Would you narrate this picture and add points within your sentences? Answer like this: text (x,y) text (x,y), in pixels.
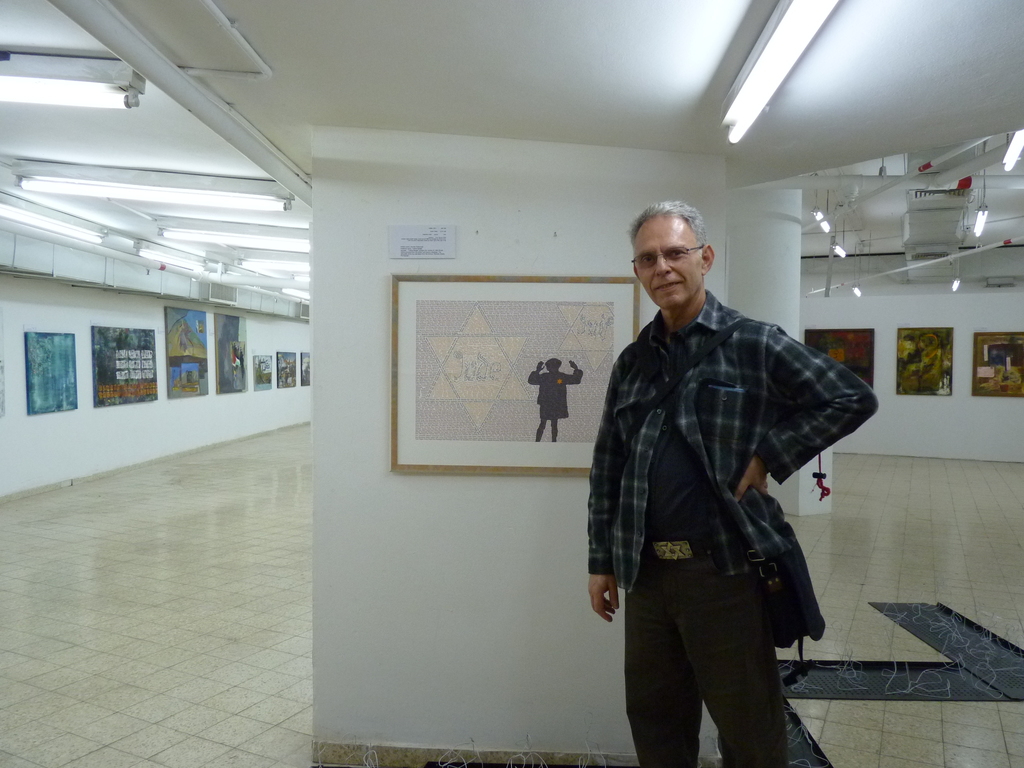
In this image I can see the person (652,499) standing and wearing the black color dress (624,532). To the side there is frame (396,364) to the wall (487,495). In the back (280,416) I can see many frames (255,378) to the white wall (180,414) and these frames (873,374) are colorful. I can also see many lights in the top (12,161).
